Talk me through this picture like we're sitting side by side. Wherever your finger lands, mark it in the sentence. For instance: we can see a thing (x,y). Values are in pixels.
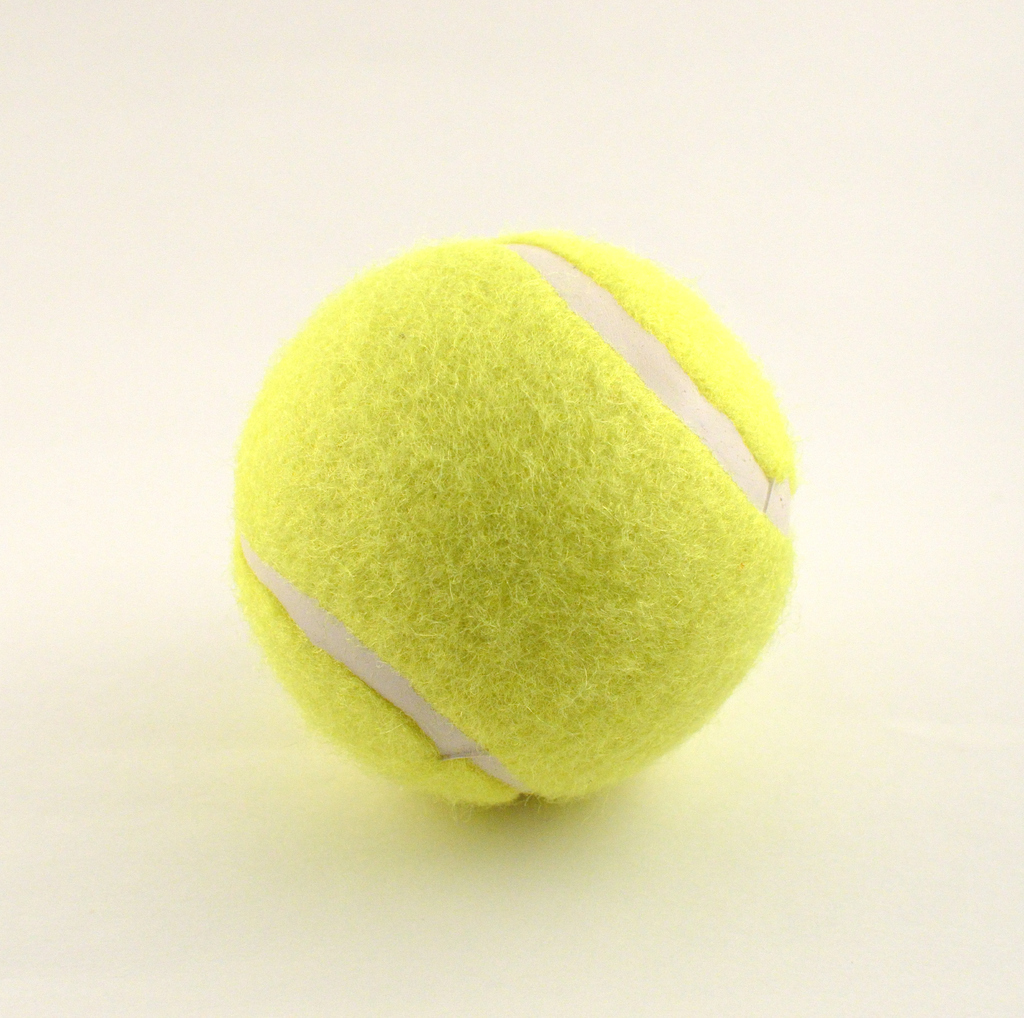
In this picture there is a green color tennis ball (627,618) placed on the white color table (794,815).
